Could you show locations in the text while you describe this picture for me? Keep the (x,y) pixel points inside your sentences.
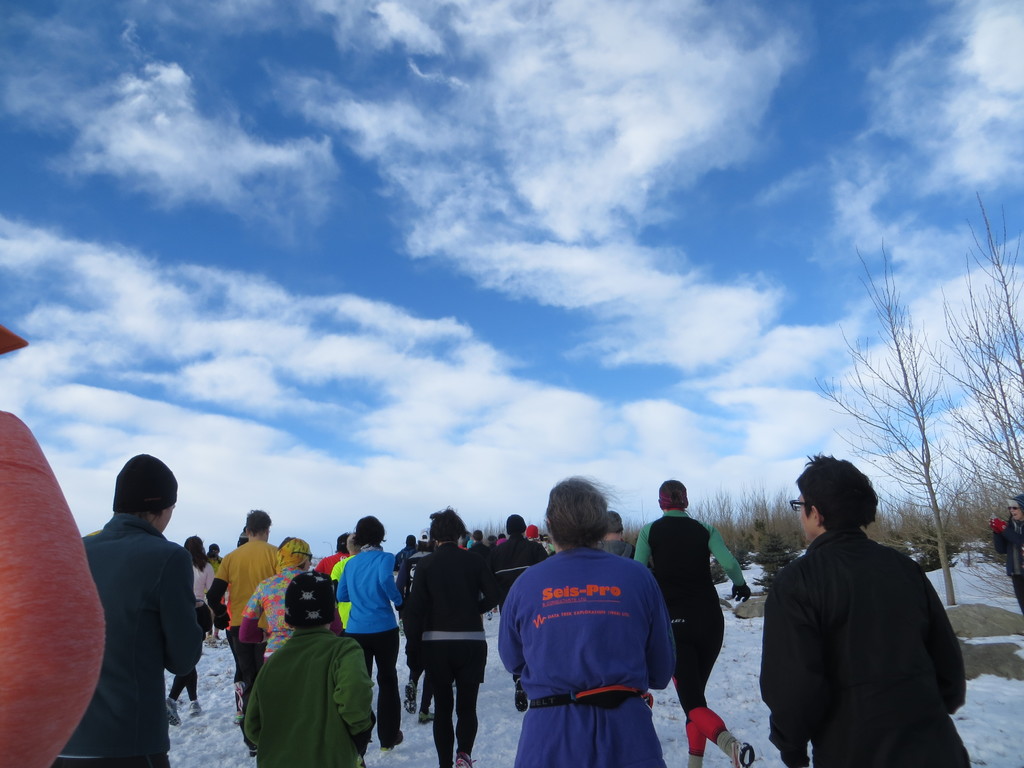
In this picture I can observe some people (449,642) walking on the snow (418,692). There are men (472,570), women (473,611) and children (291,654) in this picture. In the background (346,326) I can observe clouds (606,157) in the sky (362,234).
